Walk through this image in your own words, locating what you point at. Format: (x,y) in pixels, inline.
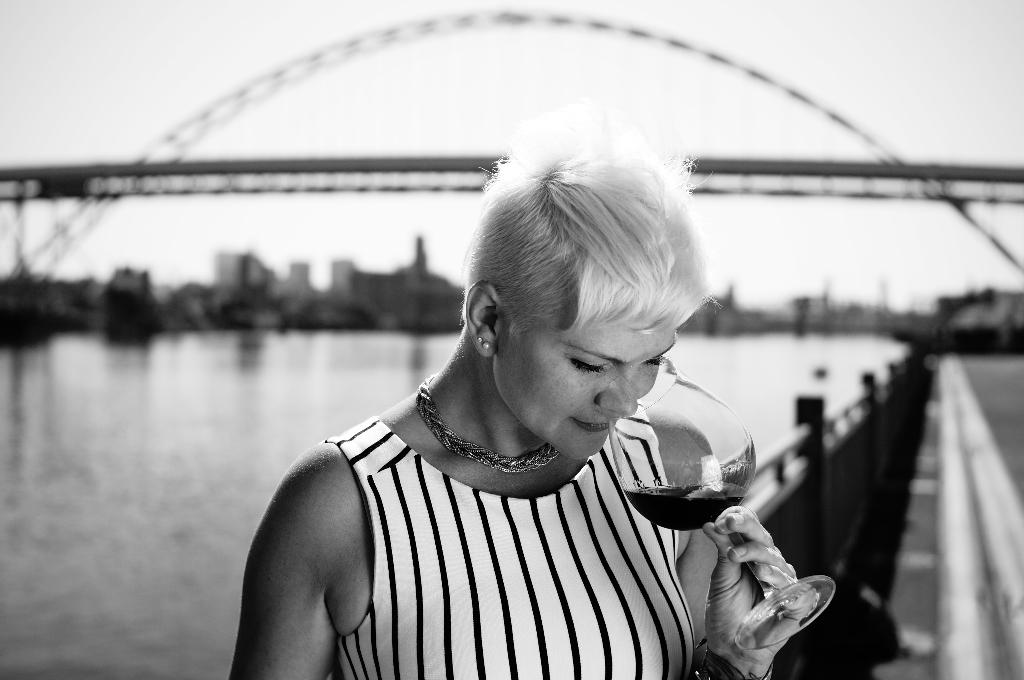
This is the picture of a black and white image where we can see a person (595,439) holding a glass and drinking and in the background (186,631), we can see the bridge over the water (215,573) and there are some buildings (235,257) and we can see the image is blurred.
